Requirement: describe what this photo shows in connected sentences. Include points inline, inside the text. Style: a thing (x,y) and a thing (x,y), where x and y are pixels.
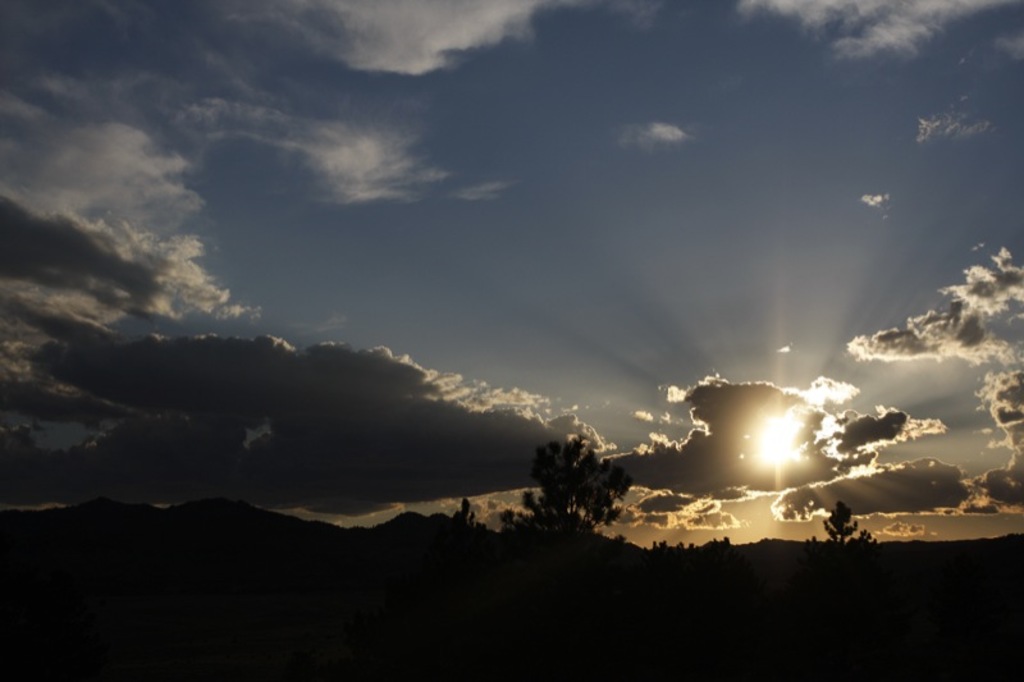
In this image we can see sky (638,318) with clouds (760,388), hills (576,560) and trees (840,600).
